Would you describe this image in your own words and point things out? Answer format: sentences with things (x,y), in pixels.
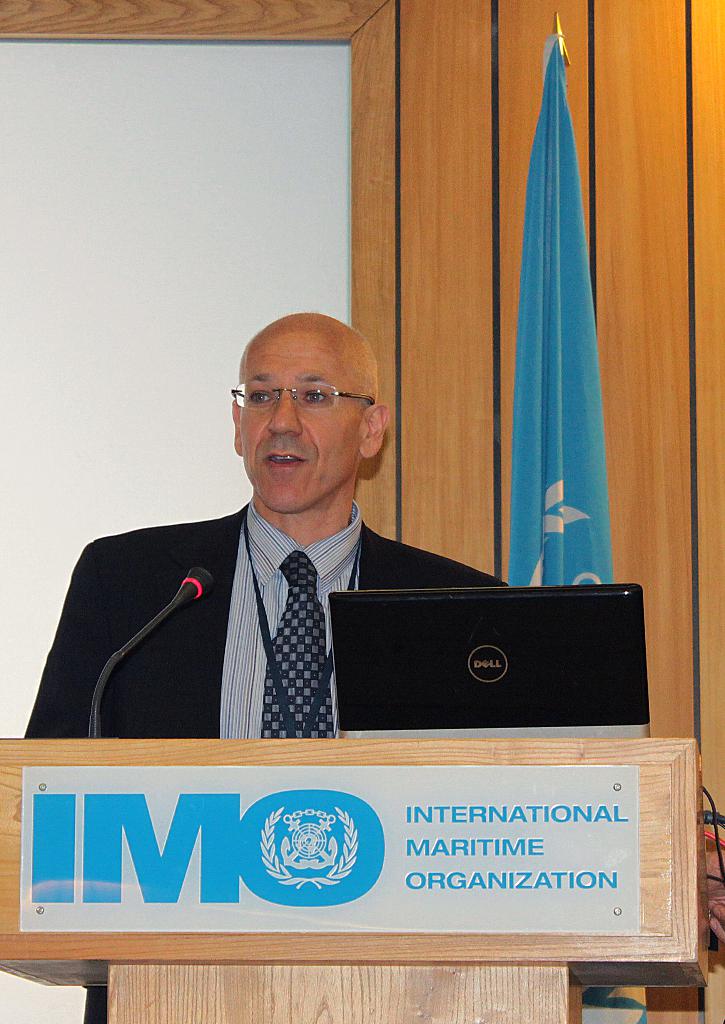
In this image I can see the person (226,600) wearing the blazer (229,590), shirt (243,639) and the tie (304,629) and the person (212,674) is standing in-front of the podium (306,938). On the podium (311,983) I can see the mic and the laptop (434,681). I can also see the board (319,802) attached to the podium (10,761). In the background (499,428) I can see the flag (556,365) and there is a white and brown color background (367,287).
